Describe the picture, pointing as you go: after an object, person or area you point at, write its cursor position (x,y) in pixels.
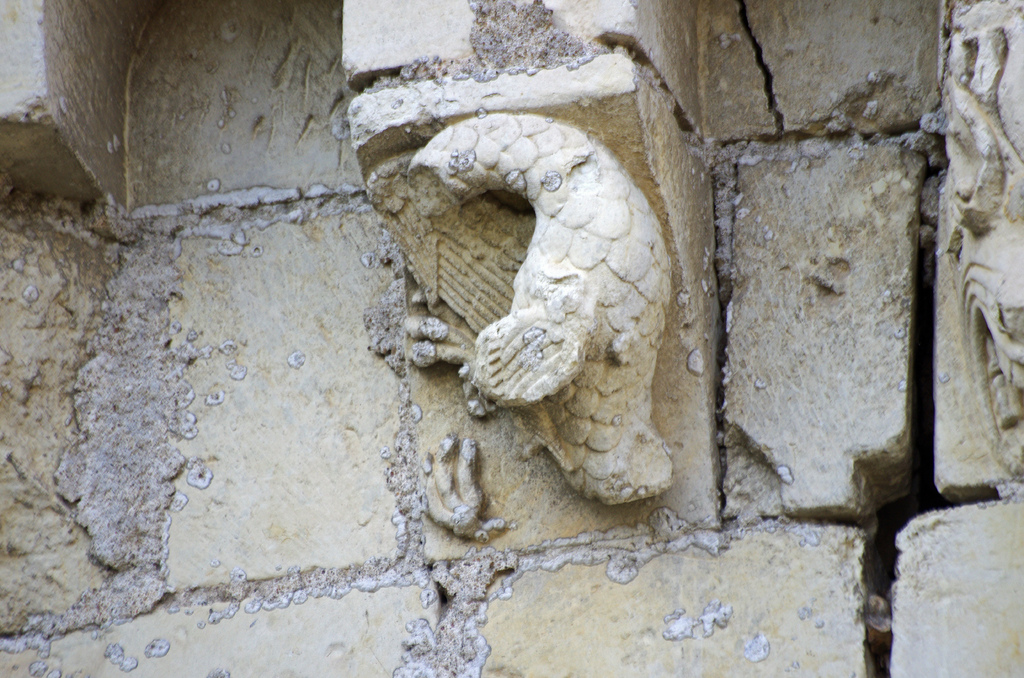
In this picture we can see a stone wall (187,341) in the background (217,293), there is a carved stone (570,295) in the middle (556,302).
